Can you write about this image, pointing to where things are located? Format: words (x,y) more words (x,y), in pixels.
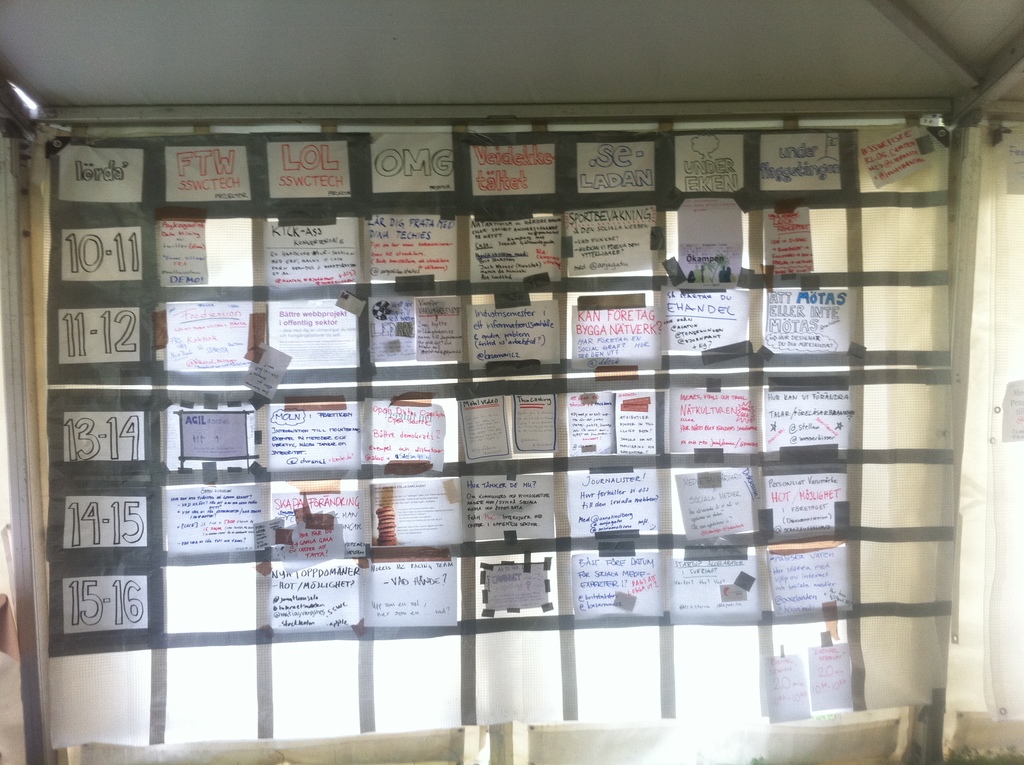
In this image there are papers (841,322) pasted with the tapes (142,197) on the white color cloth (224,223), which is tied to the iron poles (875,102).
